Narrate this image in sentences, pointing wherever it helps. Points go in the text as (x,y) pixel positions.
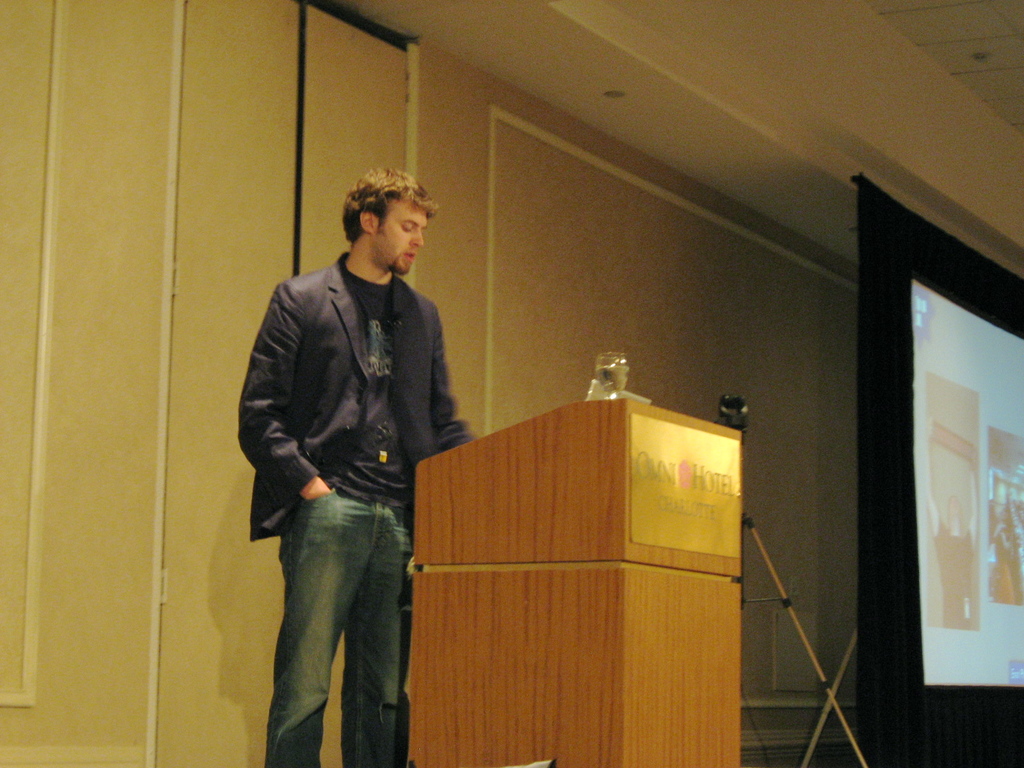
In the image there is a man (361,303) in jacket (363,403) and jeans (343,588) standing in front of dais (498,627), on the right side (920,484) there is a screen (950,356) in front of the wall (737,287).
